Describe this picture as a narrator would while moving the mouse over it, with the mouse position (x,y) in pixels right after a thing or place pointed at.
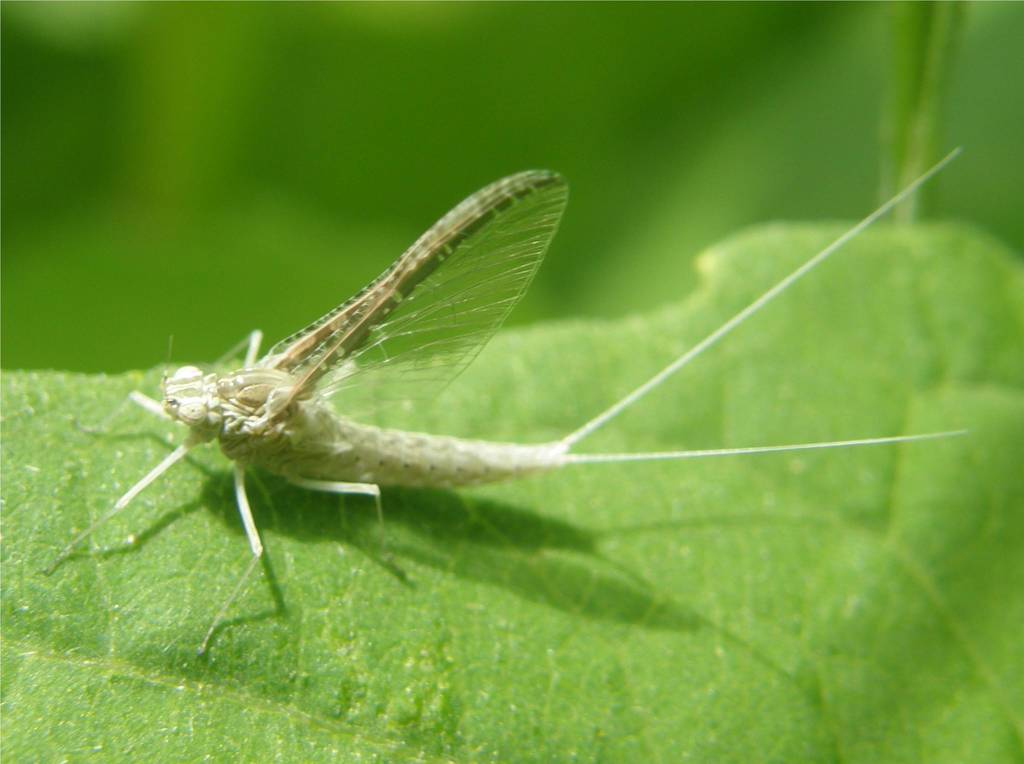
In the center of the image (415,324) we can see insect (342,359) on the leaf (301,652).
